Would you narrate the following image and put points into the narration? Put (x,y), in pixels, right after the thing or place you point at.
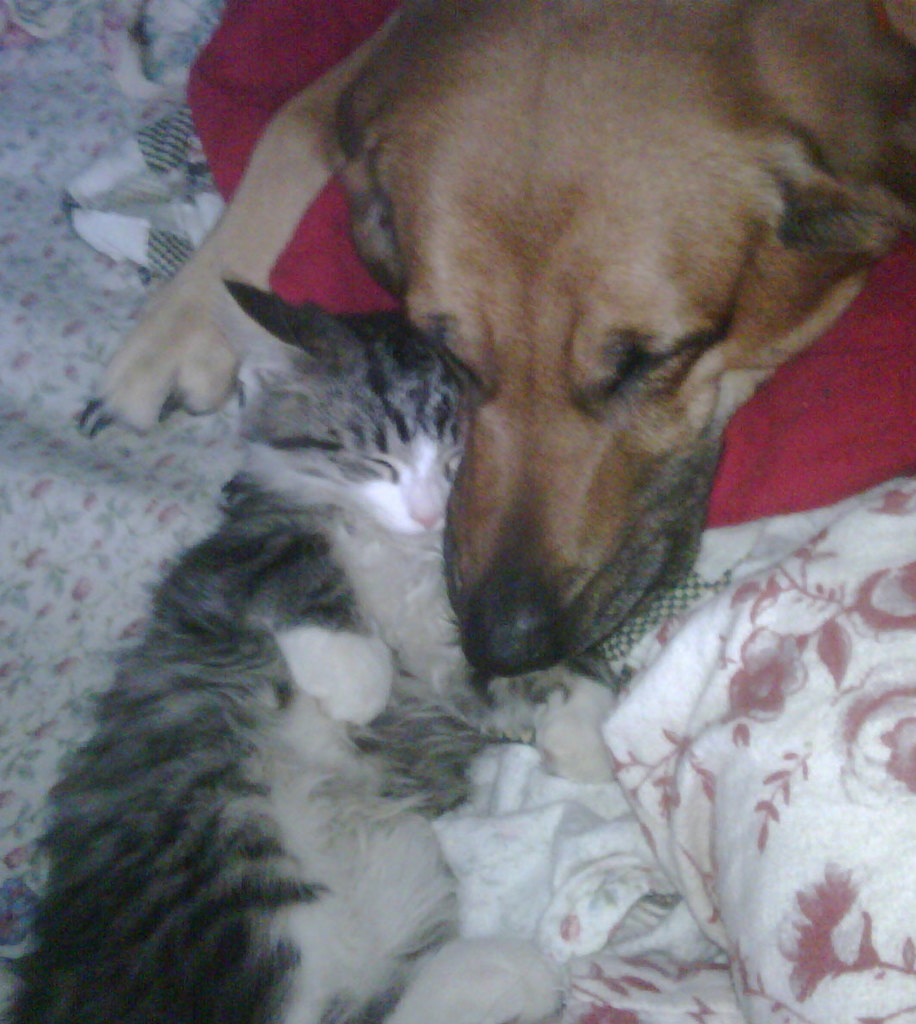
In this image there is a cat (238,649) and a dog (509,242) on the mat (132,479). Beside the dog (661,464) there is a another mat (789,762).
